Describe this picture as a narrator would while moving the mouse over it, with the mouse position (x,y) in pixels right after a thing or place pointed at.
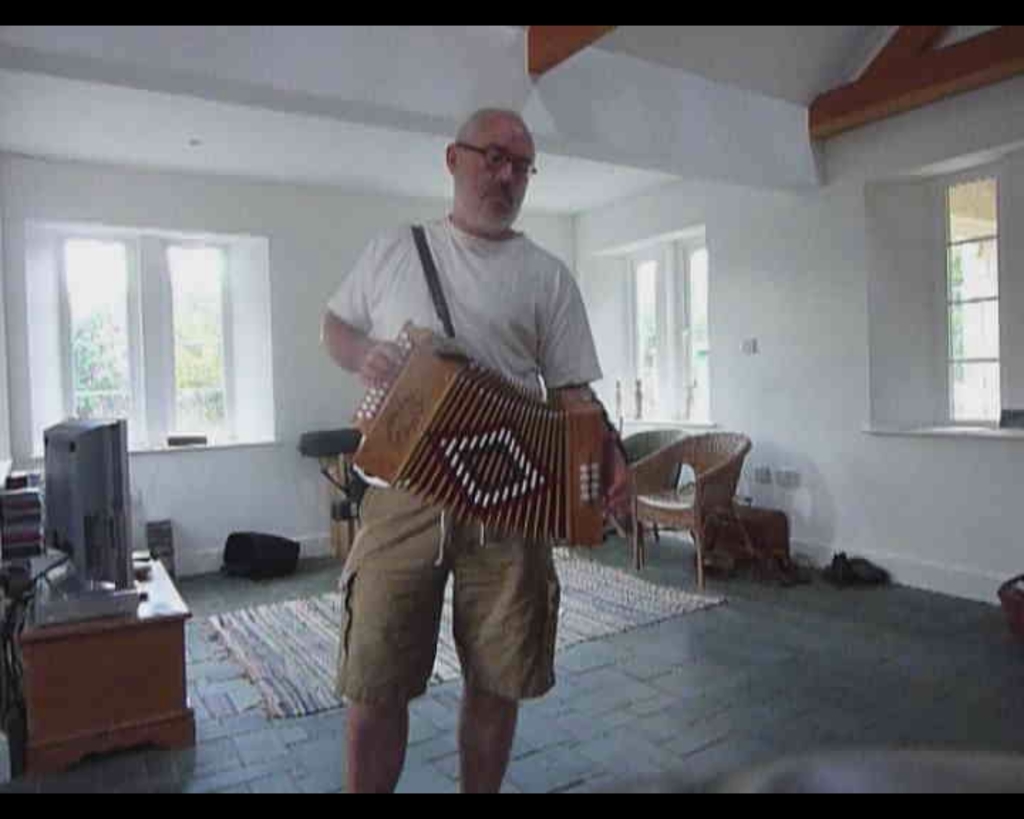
In the picture we can see a man (394,690) standing and holding a musical instrument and playing it and he is wearing a white T-shirt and behind we can see some floor mat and a table (129,690) on it, we can see a TV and opposite to it we can see some chairs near the wall (249,507) and some windows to it.
